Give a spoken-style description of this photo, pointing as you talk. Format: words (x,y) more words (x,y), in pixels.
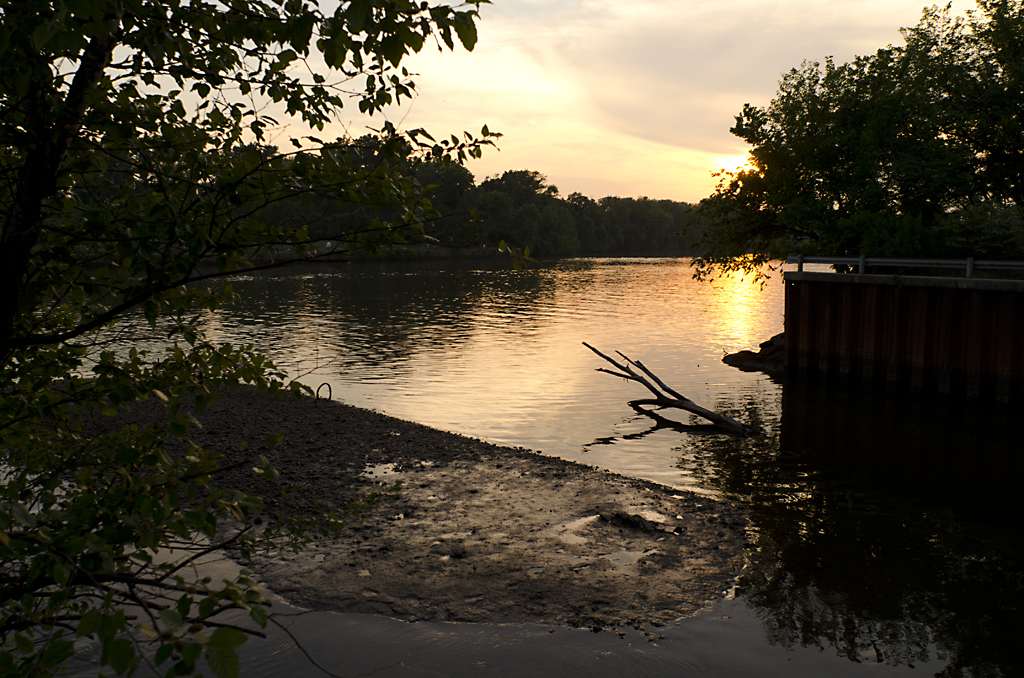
In this image there are trees (298,245) and in the center (501,282) there is a river (841,391), and on the right side of the image (887,375) there is gate (894,290). At the bottom (608,547) there is sand (616,551) and some water (426,631), and in the background (318,203) there are trees (318,203). At the top (501,88) there is sky (594,69).
